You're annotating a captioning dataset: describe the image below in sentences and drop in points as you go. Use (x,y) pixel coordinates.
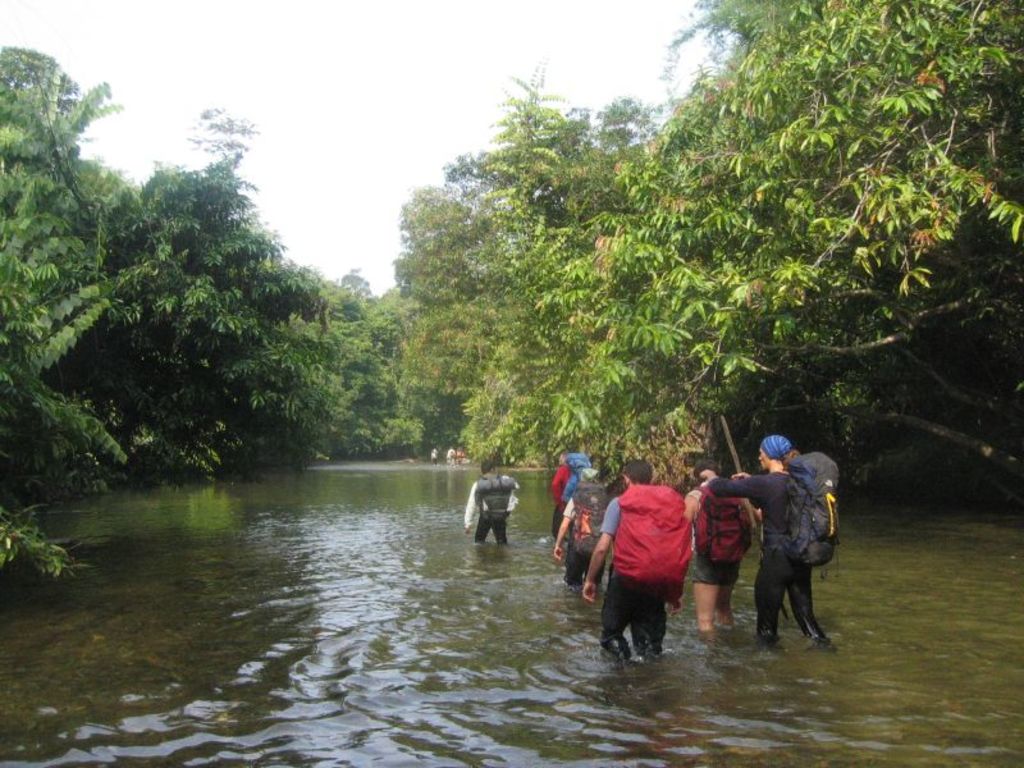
In this picture we can see the sky (153,161), trees (685,175), people (771,628) wearing bags (706,526) and it seems like they are walking. We can see the water (560,679).
